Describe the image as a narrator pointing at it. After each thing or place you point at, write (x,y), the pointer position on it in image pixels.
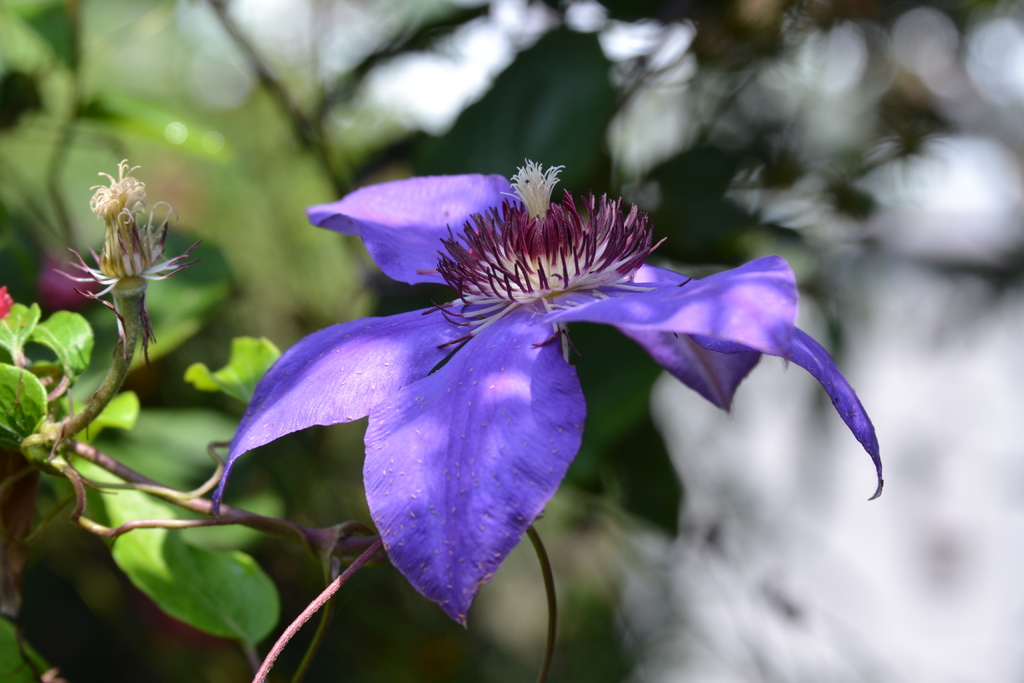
In this image there are flowers (532,464) and plants (28,389).
